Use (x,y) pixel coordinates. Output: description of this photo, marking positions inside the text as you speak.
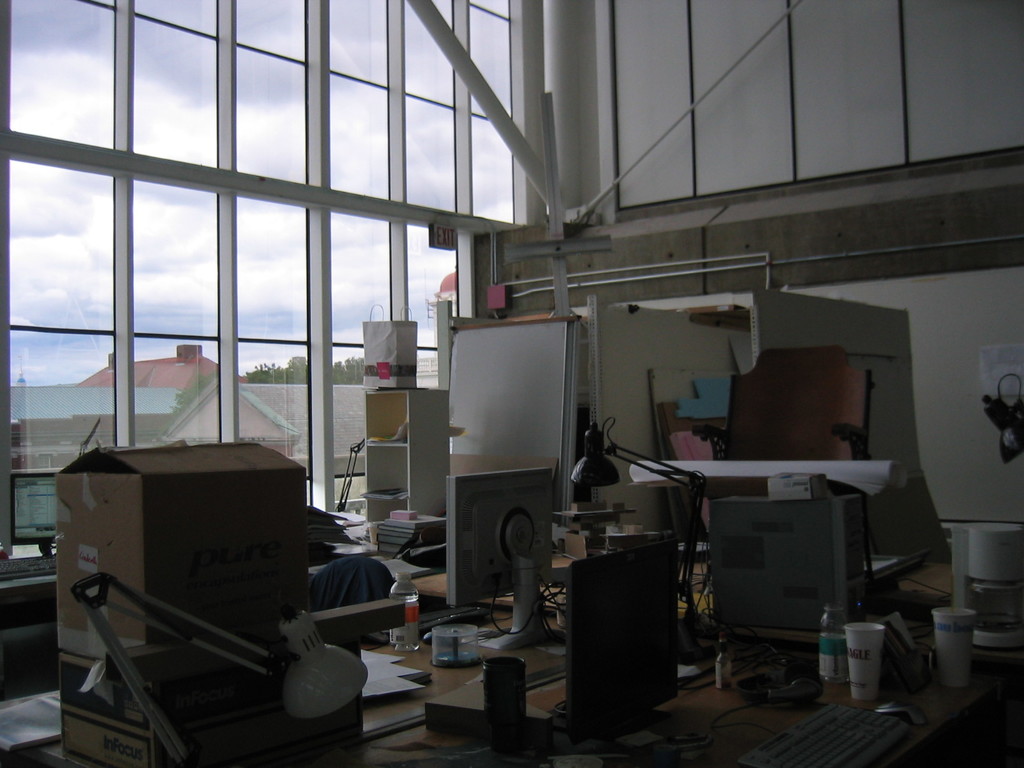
In this image I can see the computers (32,503). I can also see some objects (445,654) on the table (440,579). In the background (241,380), I can also see the houses (209,408), tree (294,378) and clouds (194,264) in the sky (188,258) behind the window (210,229).
